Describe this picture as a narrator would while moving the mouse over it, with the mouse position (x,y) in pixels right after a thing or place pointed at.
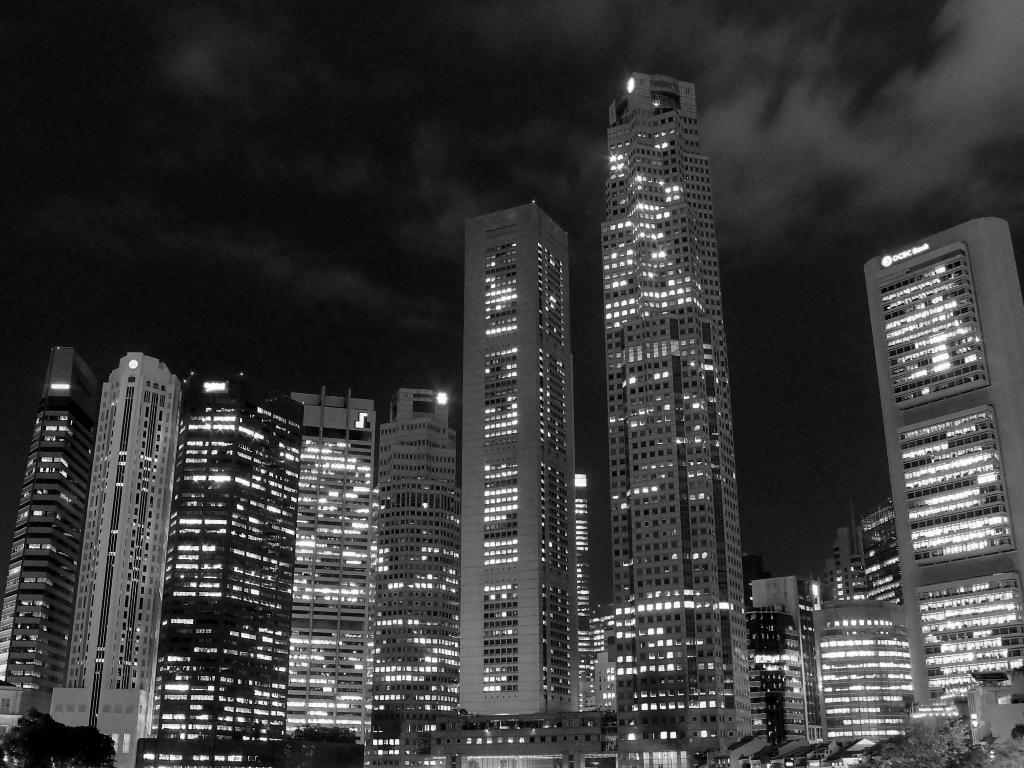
This is a black and white image, in this image there are buildings (364,650) and there are lights (210,521).
